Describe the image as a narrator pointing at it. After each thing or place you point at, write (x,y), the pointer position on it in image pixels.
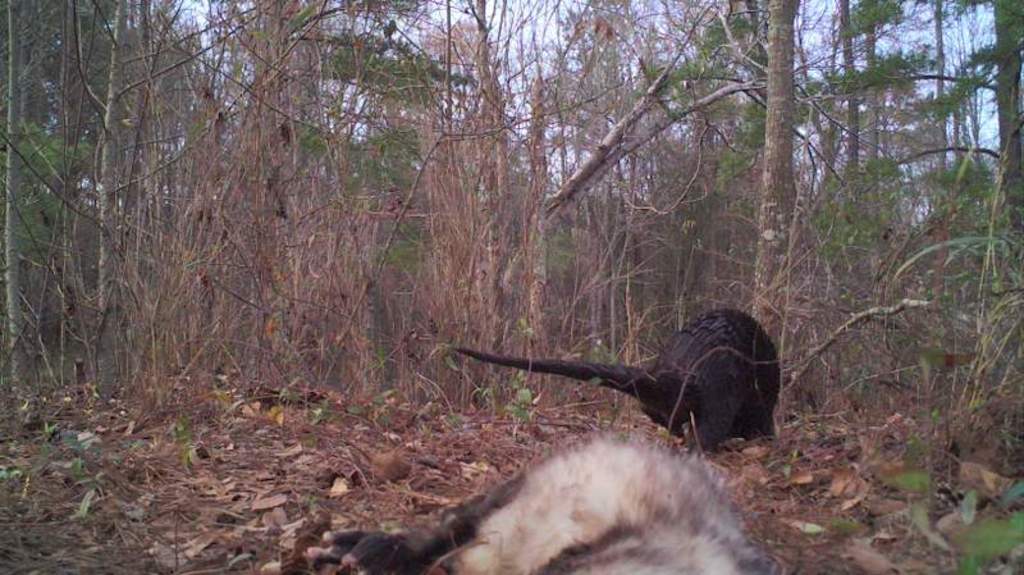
This image is clicked in the forest (315,533). In the front (579,456), we can see two animals (618,521). At the bottom (141,489), there are dried leaves (259,459). In the background (688,230), there are many trees (1019,208).
